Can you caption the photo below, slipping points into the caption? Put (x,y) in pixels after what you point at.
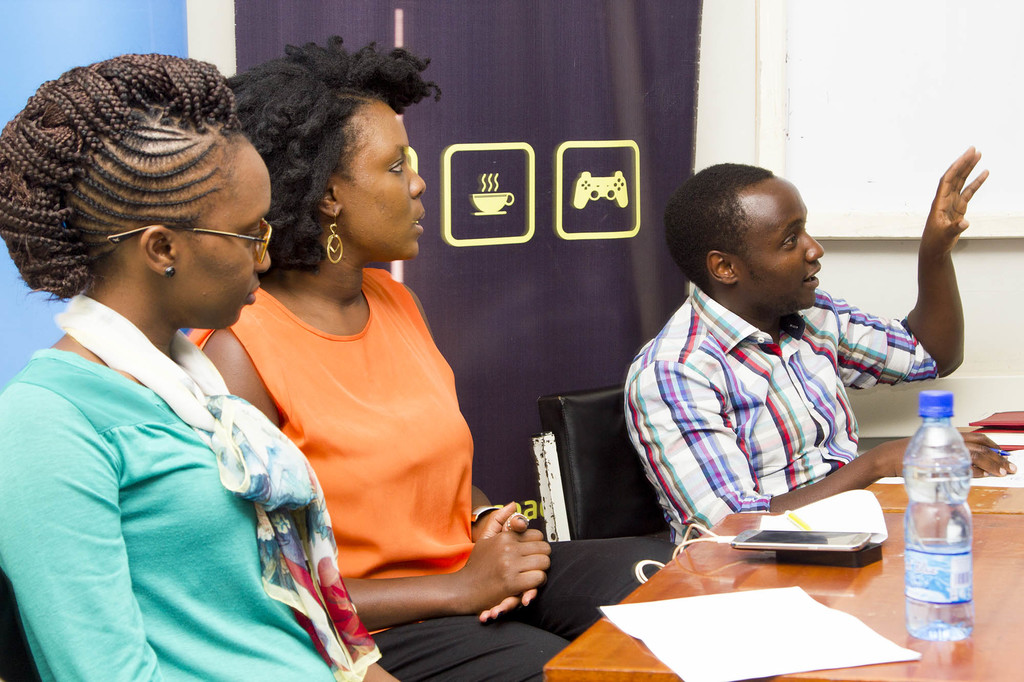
I can see in this image two women (421,385) and a man (681,437) is sitting on a chair (544,497) in front of a table (904,672). On the table (975,521) I can see a bottle (936,531) and other objects (833,614) on it.
